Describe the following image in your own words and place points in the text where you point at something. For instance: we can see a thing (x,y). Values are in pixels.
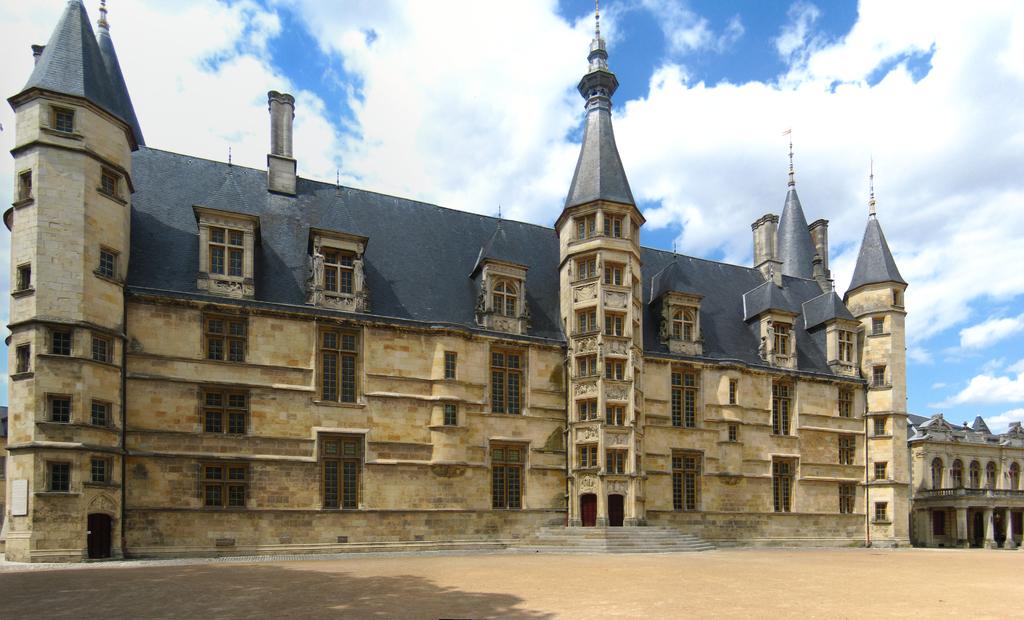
In this image, we can see buildings (780,444). There are clouds (767,168) in the sky (325,96).
